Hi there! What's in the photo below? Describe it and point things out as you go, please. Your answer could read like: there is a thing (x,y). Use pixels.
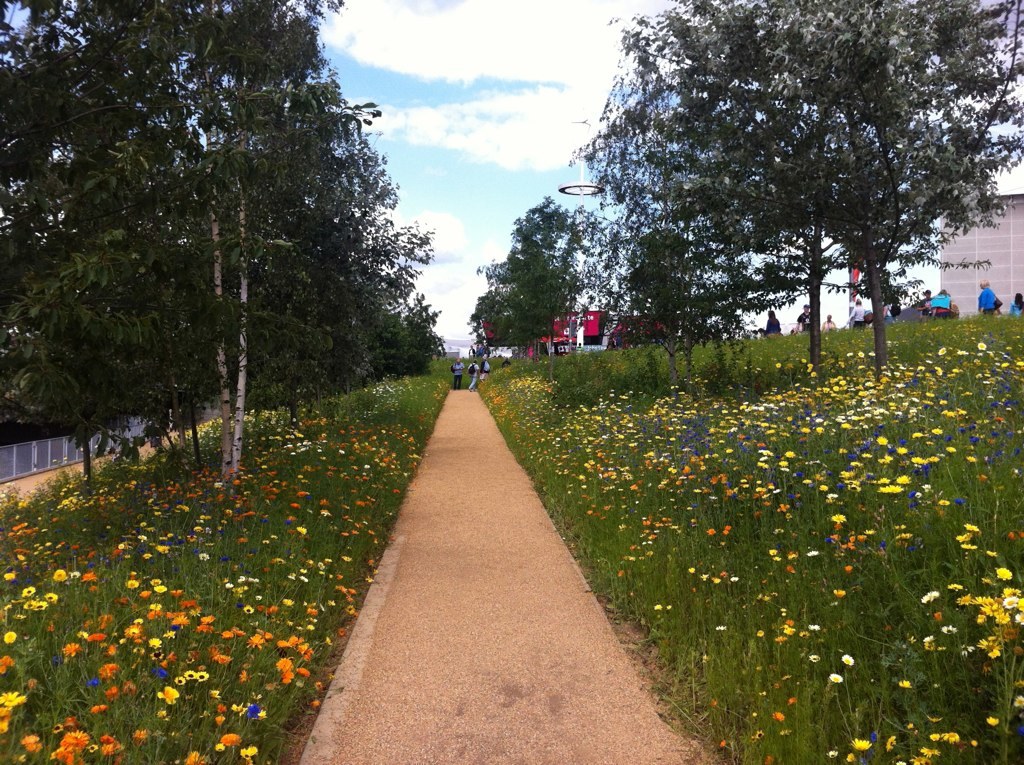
In the image there is a path (530,738) in the middle (489,459) with flower plants (387,382) on either side of it with trees (801,176) and above its sky (458,133) with clouds (474,36).
